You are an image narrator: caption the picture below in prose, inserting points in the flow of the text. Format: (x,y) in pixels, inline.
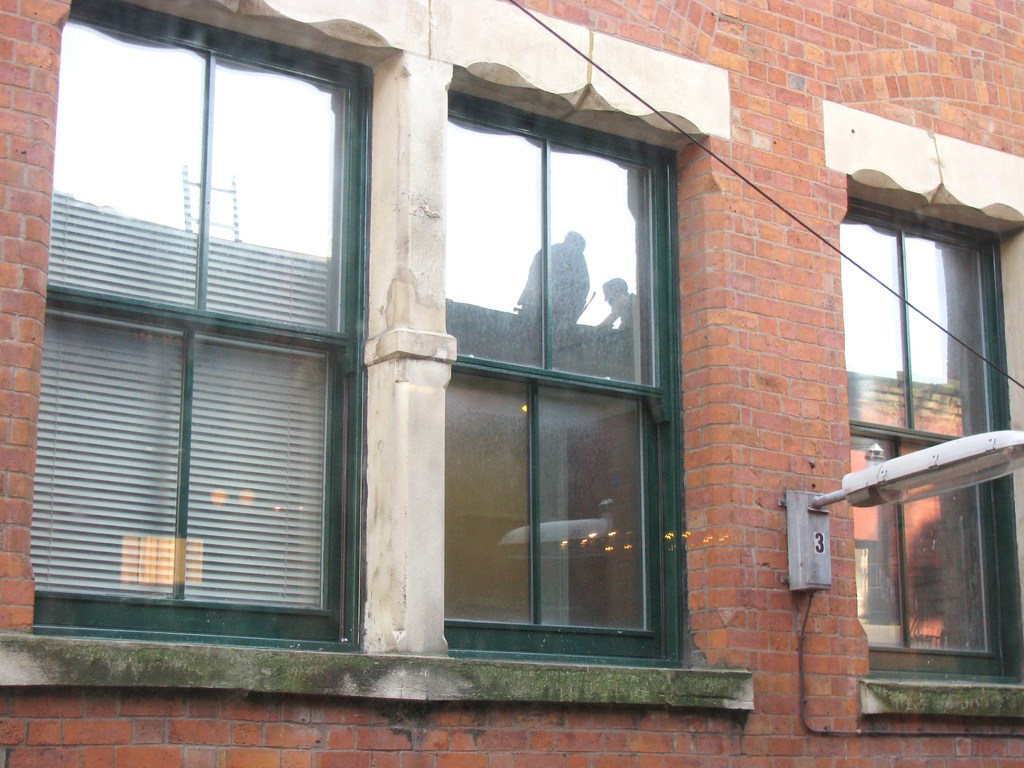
In this image, we can see some glass windows (986,608) and there is a brick wall (722,40), at the right side (868,498) there is a light (980,464) on the wall (759,561).
